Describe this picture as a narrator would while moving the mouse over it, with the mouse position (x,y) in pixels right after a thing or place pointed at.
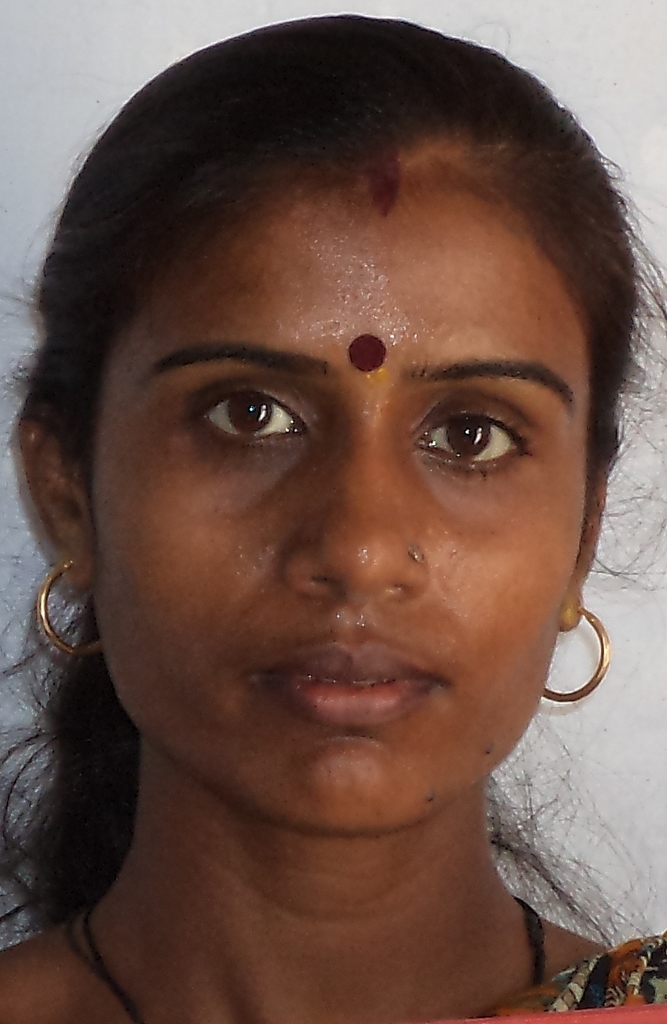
In this picture we can see a woman (353,723).
